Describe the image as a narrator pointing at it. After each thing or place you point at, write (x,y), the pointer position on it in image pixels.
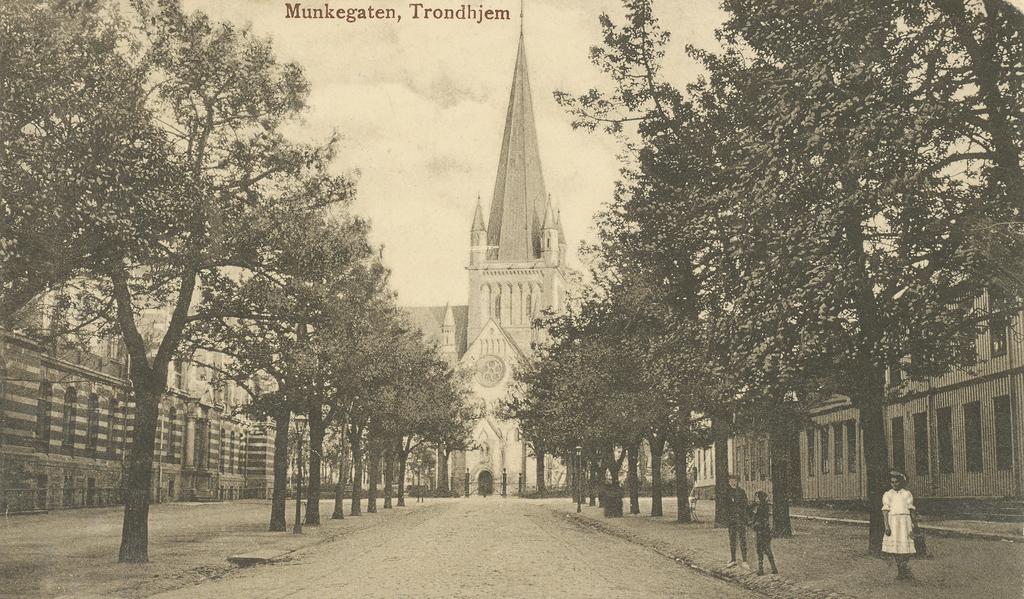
At the bottom right of the image (728,482) few people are standing. Behind them there are some trees (401,430) and buildings (999,430). At the top of the image (717,4) there are some clouds (347,33) in the sky (315,1) and we can see some alphabets (309,16).
